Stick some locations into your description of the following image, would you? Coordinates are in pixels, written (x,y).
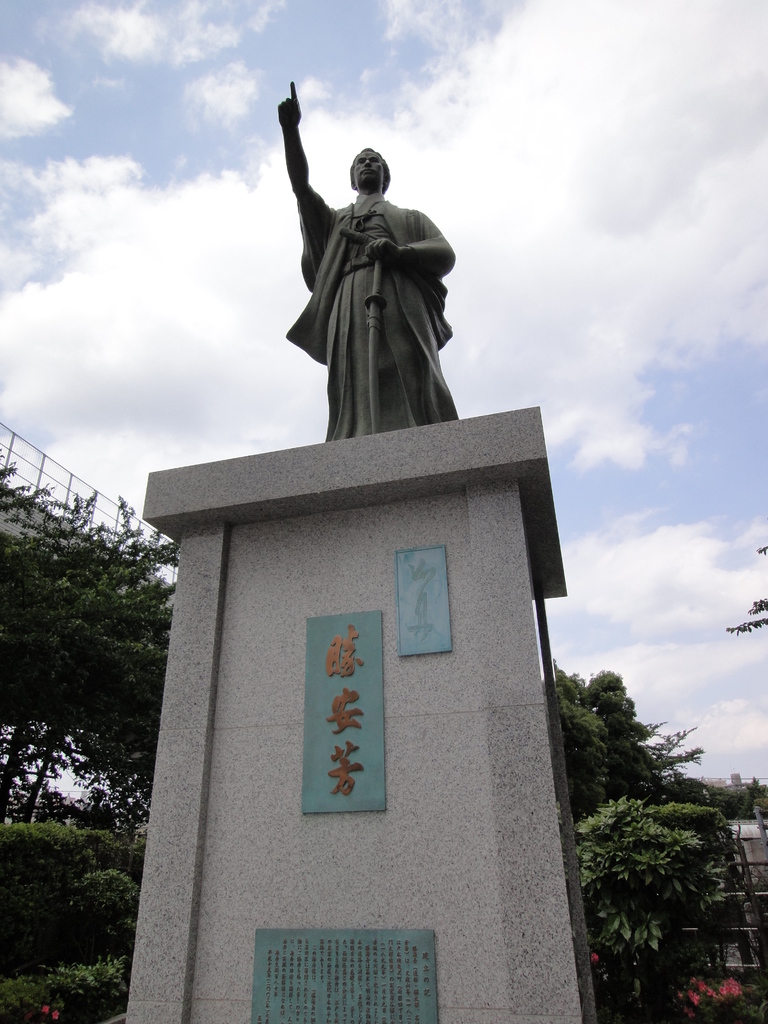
In this image we can see statue (381,327), pedestal (397,836), bushes (79,892), shrubs (78,886), iron grill (37,464), trees (120,544) and sky (383,90) with clouds (553,392).
